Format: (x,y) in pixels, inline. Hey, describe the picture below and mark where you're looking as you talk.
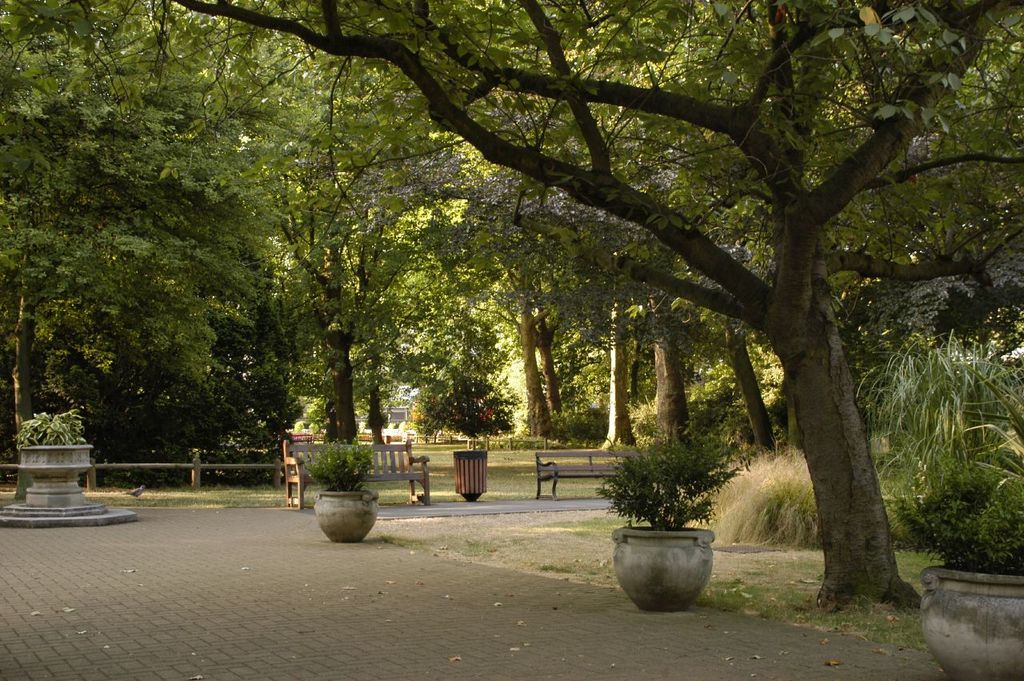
In the picture it looks like a lawn (555,527), there is a walking path (293,599) to the right side (912,583) there are some grass (539,524) and some benches (374,474) to sit, the total place is covered with many trees (546,175).
